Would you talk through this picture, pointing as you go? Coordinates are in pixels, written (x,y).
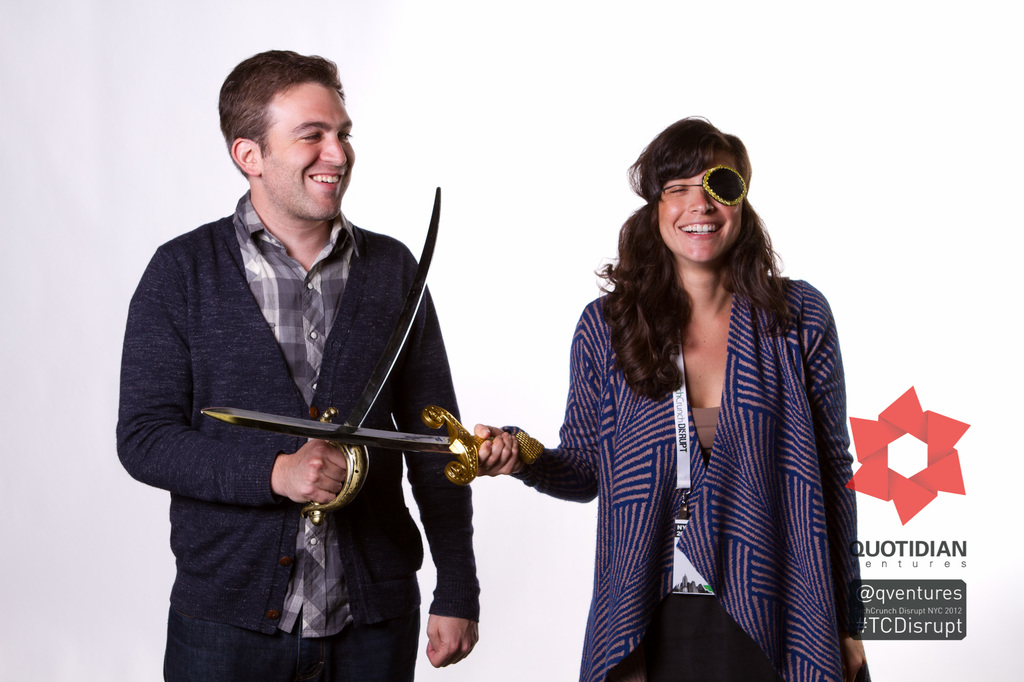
In this picture there are people (216,337) standing and smiling and holding swords (302,420). In the bottom right side of the image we can see text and logo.
